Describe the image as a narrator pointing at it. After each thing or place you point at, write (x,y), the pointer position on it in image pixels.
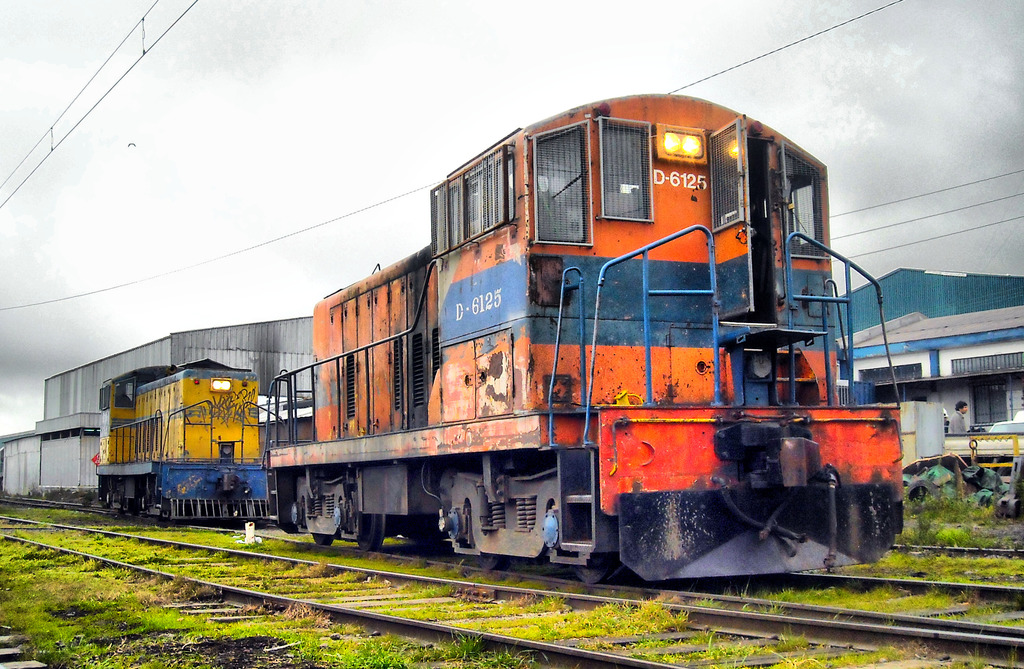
This picture is clicked outside. In the foreground (101,606) we can see the grass (380,612) and the railway tracks (752,620). In the center (530,257) we can see a train (527,306) seems to be running on the railway track (831,610). In the background (444,50) there is a sky (320,107) which is full of clouds (402,173) and we can see the cable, a person (957,429) and the sheds (919,297).
